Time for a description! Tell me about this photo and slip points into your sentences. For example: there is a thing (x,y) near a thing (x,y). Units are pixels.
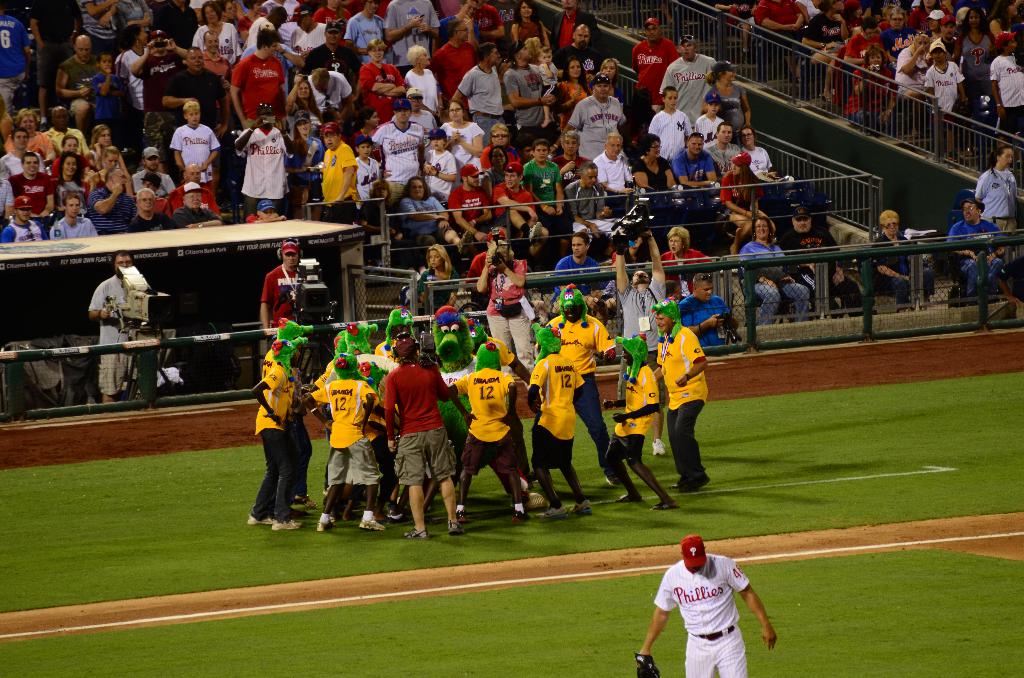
In this image there are people (549,422) dancing on a ground (794,376), in the background (916,264) there is a fencing (866,261), behind the fencing (899,254) there are people (364,206) sitting on chairs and few (393,149) are standing.
